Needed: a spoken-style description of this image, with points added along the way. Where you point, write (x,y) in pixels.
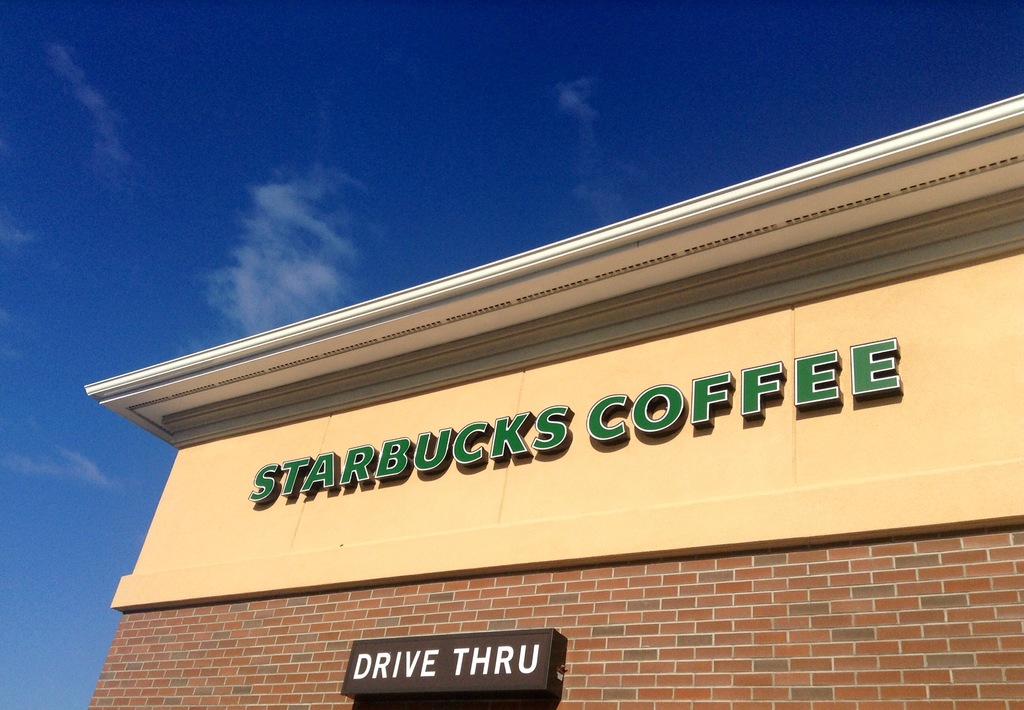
In this image, I can see the name boards (465,644) attached to the wall (577,472). In the background (194,193), there is the sky (215,199).
